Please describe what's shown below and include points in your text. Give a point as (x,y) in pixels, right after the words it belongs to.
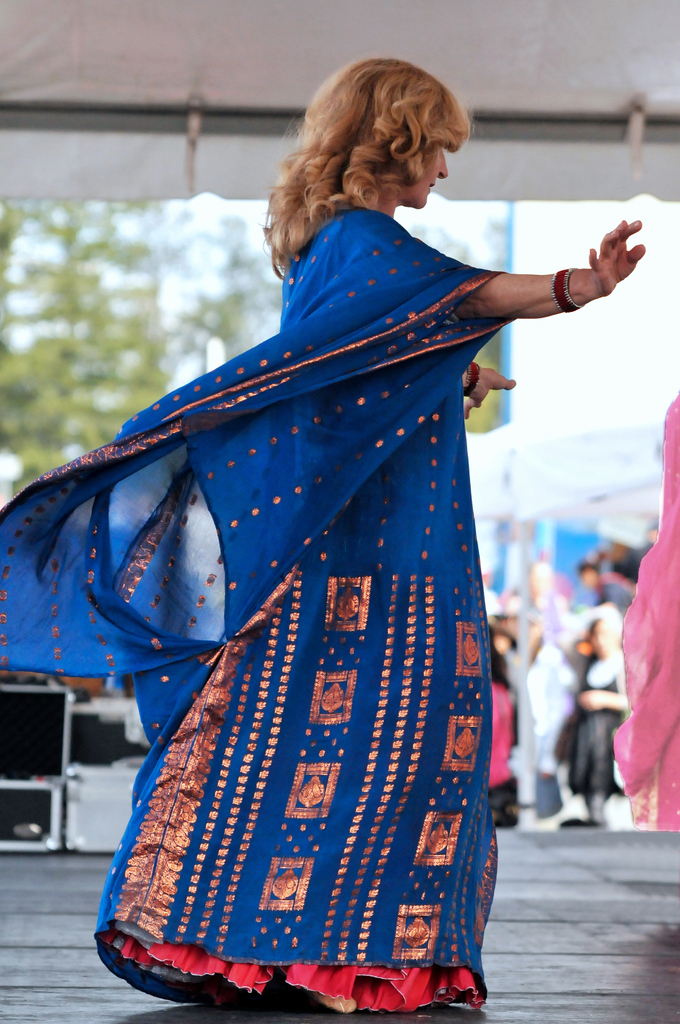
In this picture there is a lady (289,785) in the center of the image (422,493) and there are boxes (81,707) in the background area of the image (101,722) and there are people (618,552), stalls (558,520), and trees (123,334) in the background area of the image (150,295) and there is another lady (673,412) on the right side of the image (673,503).
